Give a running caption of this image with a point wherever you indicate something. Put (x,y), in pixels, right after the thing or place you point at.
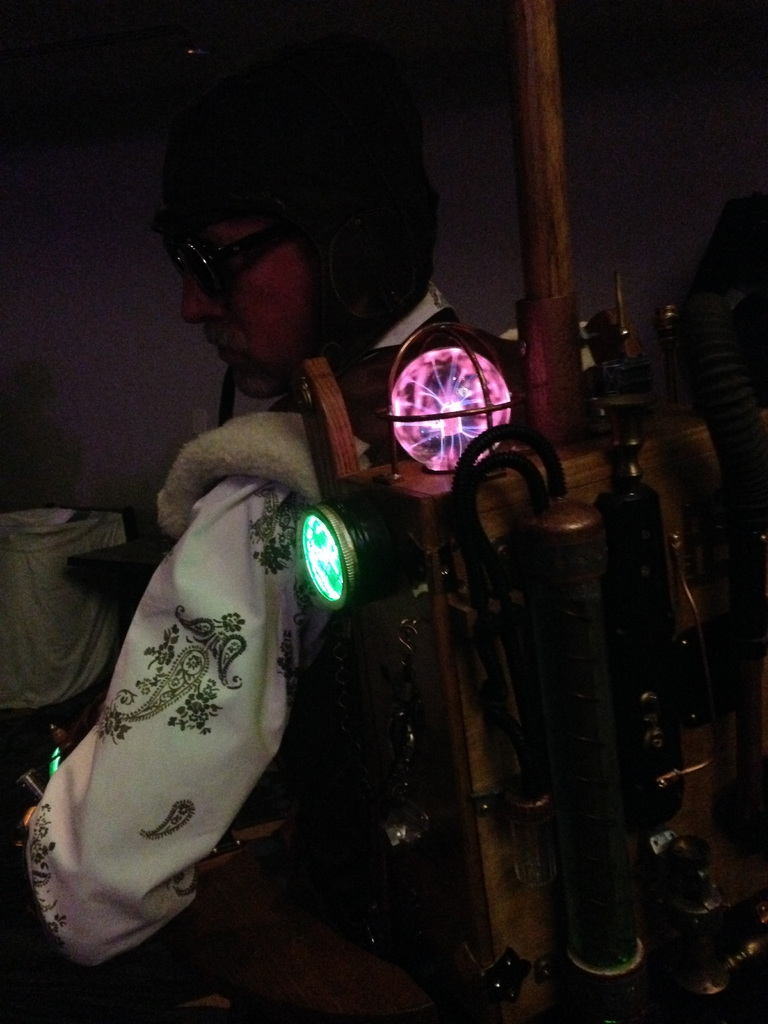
In this image we can see a person (366,389) wearing a helmet (369,198) and he is wearing an object (388,923) with lights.
